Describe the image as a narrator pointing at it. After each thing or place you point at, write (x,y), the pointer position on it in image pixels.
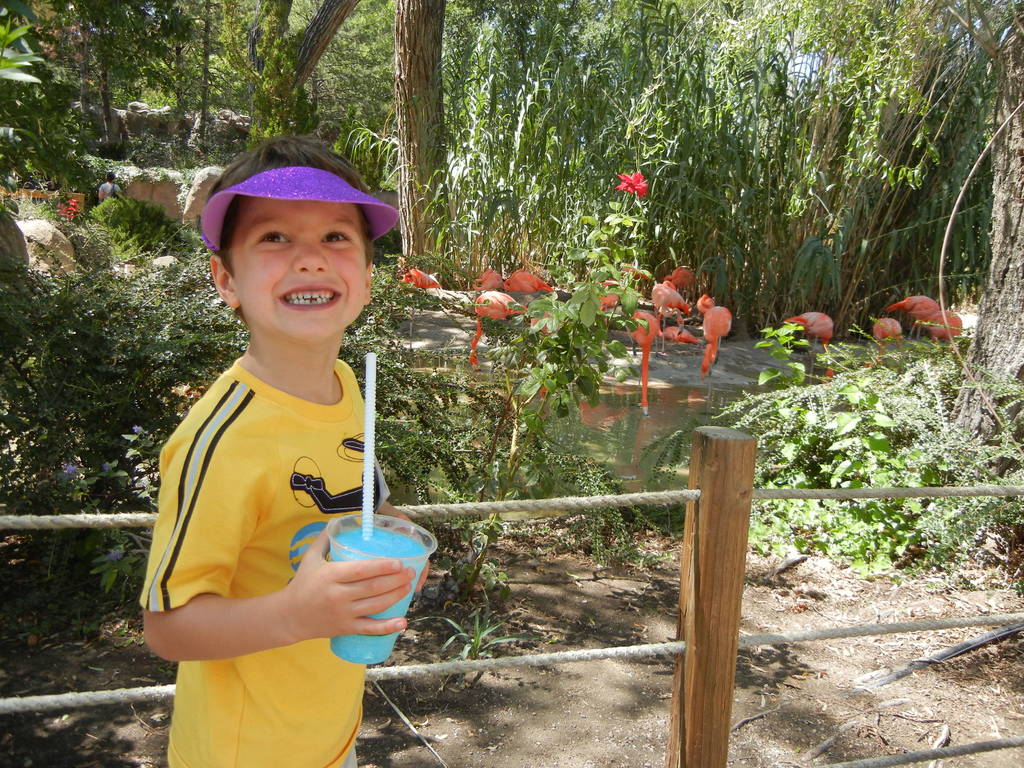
In this image I can see a boy (260,413) is standing beside a fence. The boy (294,427) is smiling and holding a glass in the hand (358,595). In the background (728,130) I can see water (690,421), plants (831,420) and trees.
